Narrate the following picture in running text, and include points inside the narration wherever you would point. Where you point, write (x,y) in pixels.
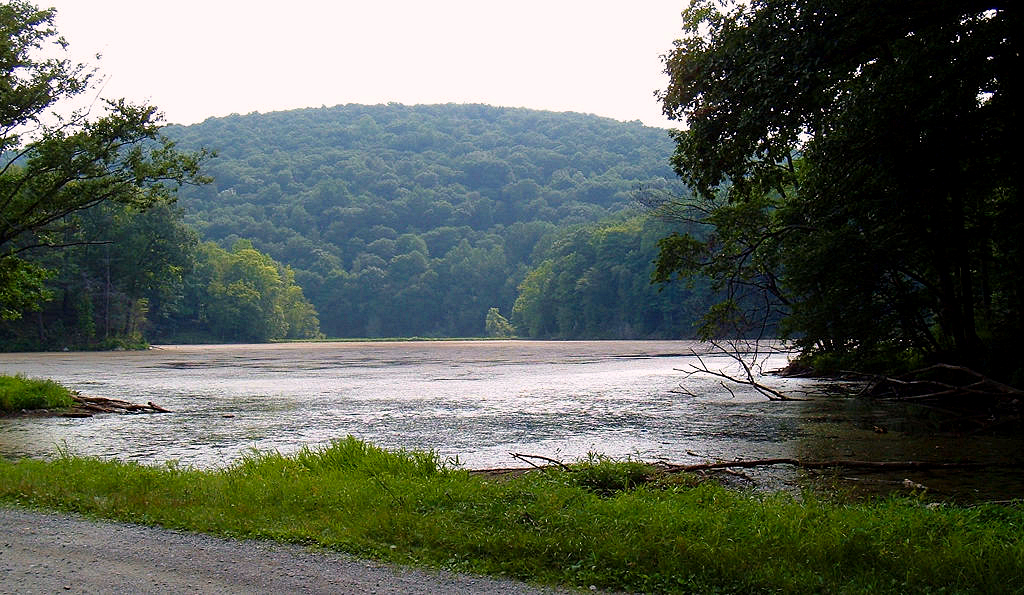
In this picture we can observe a river (326,421). There is some grass (358,496) on the land (401,516). We can observe a road (154,574) here. In the background (495,305) there are trees (343,211), hill (441,168) and a sky (354,88).
